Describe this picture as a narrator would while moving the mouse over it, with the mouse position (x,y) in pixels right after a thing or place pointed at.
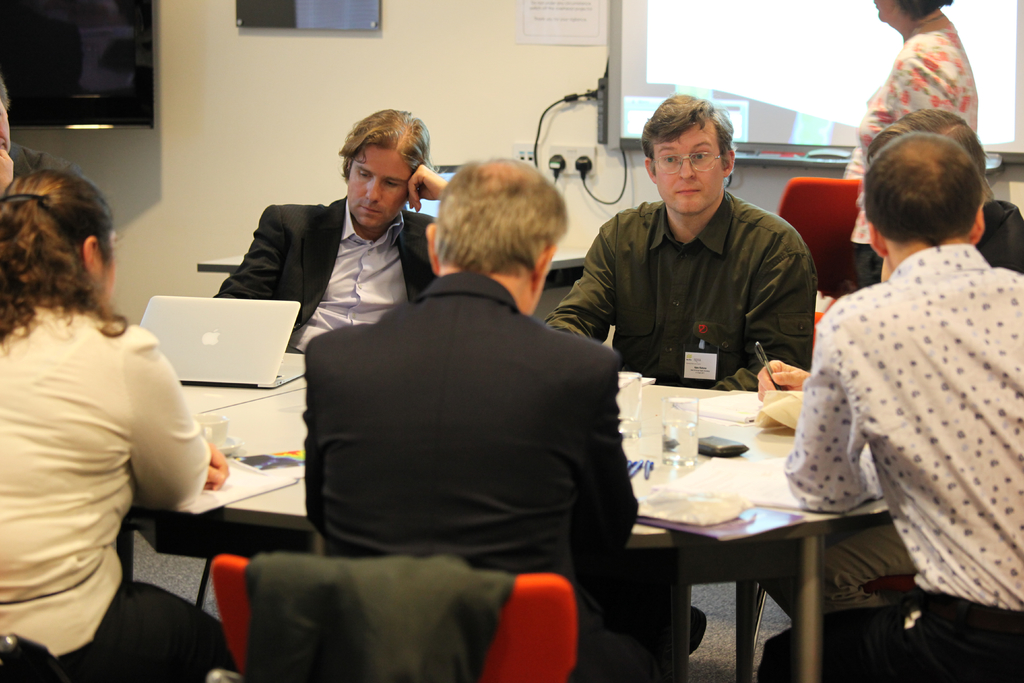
In the image we can see there are many people (532,211) sitting on the chair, they are wearing clothes (415,410). There is a table (791,511), on the table (753,434), we can see, glass (624,421), laptop (225,375) and papers (723,419). Here we can see a projected screen (764,61), wall (436,49) and a cable wire (536,166).
